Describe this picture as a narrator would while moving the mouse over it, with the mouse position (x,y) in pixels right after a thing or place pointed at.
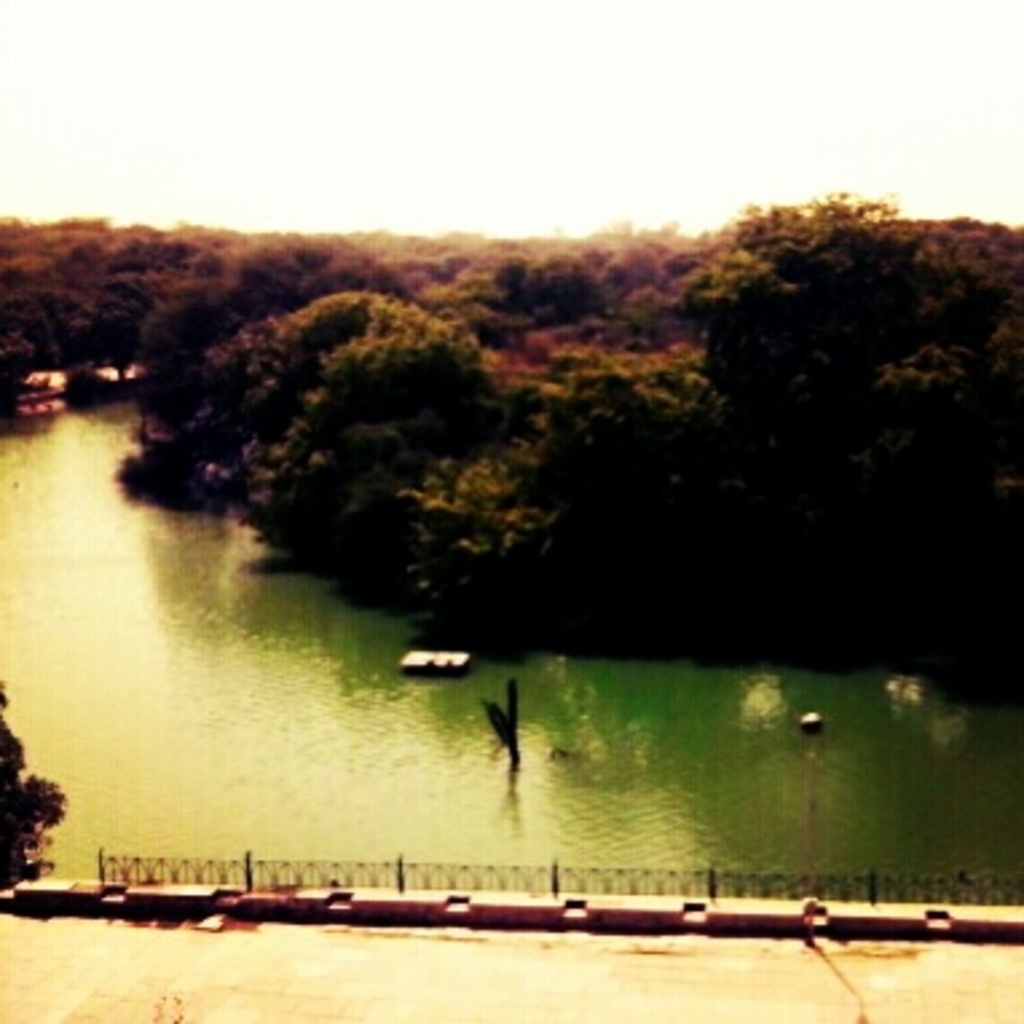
In the picture I can see the lake (187,617), one side there are full of trees (398,475) and another side we can see the road (280,1007) with fencing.
